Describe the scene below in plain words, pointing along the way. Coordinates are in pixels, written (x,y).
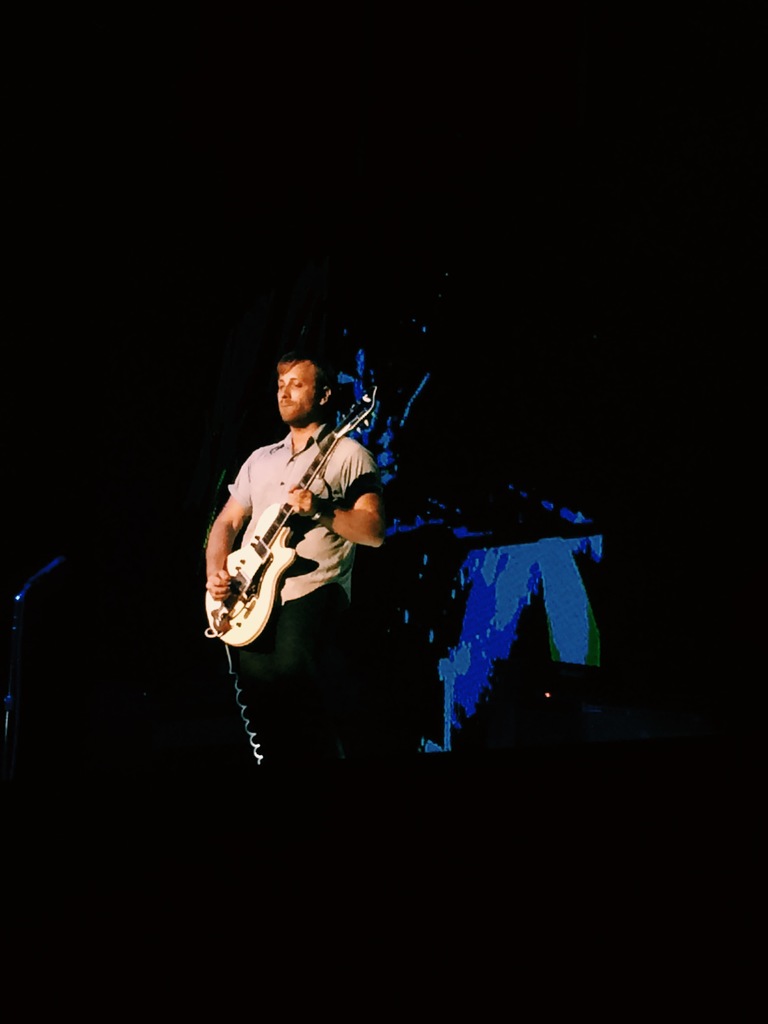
In this picture we can see a man (329,706) is standing and playing guitar (290,566), there is a dark background (412,150).
